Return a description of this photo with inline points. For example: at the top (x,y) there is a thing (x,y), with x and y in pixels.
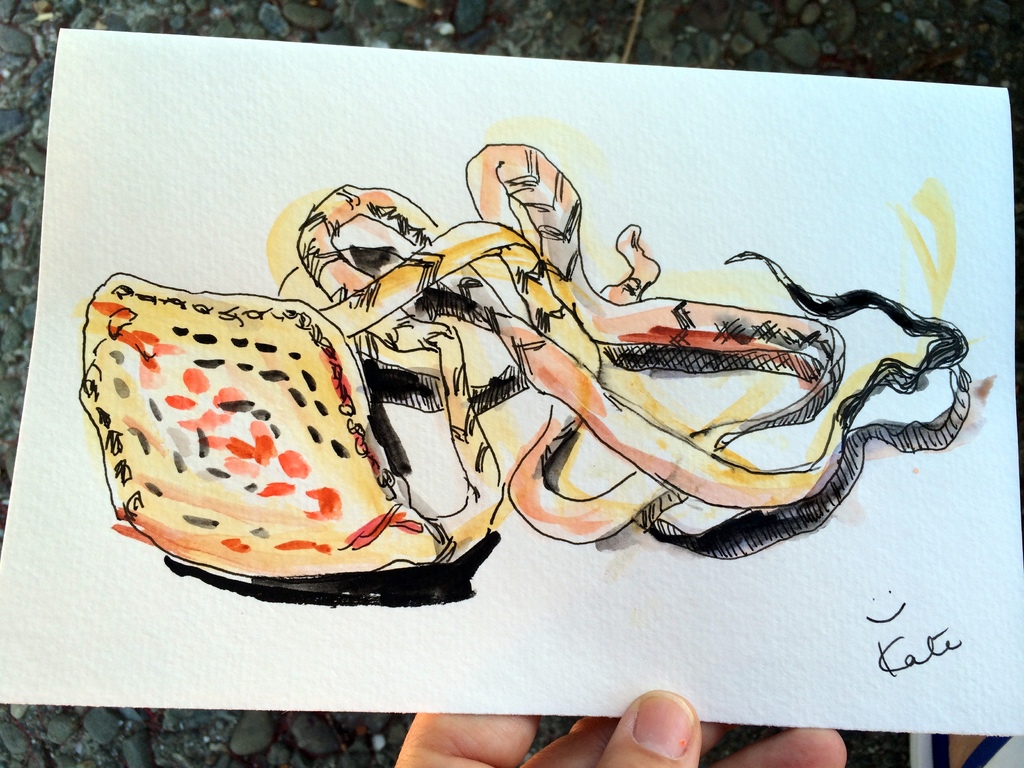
In this image we can see some person (687,744) holding a painting paper (549,395) and on the paper (916,647) we can see the signature (934,652) of some person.
